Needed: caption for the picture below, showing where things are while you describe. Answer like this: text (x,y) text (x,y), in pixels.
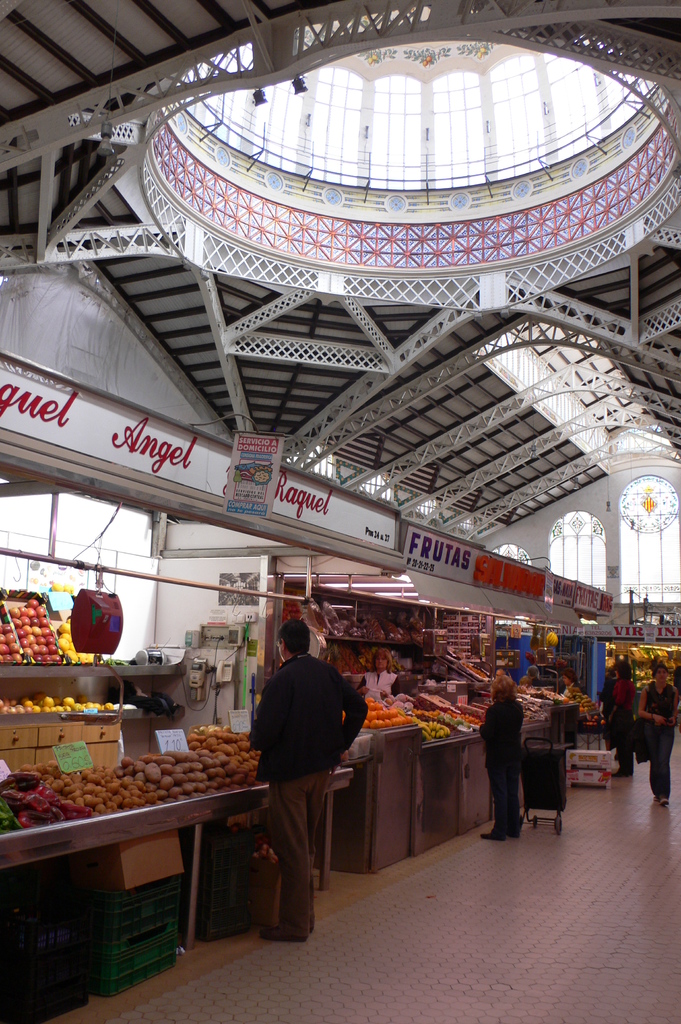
In this picture I can see the market (375,629). I can see stalls (224,814). I can see the fruits (416,717). I can see food items (193,778). I can see a few people (631,725) standing on the surface (473,959).
